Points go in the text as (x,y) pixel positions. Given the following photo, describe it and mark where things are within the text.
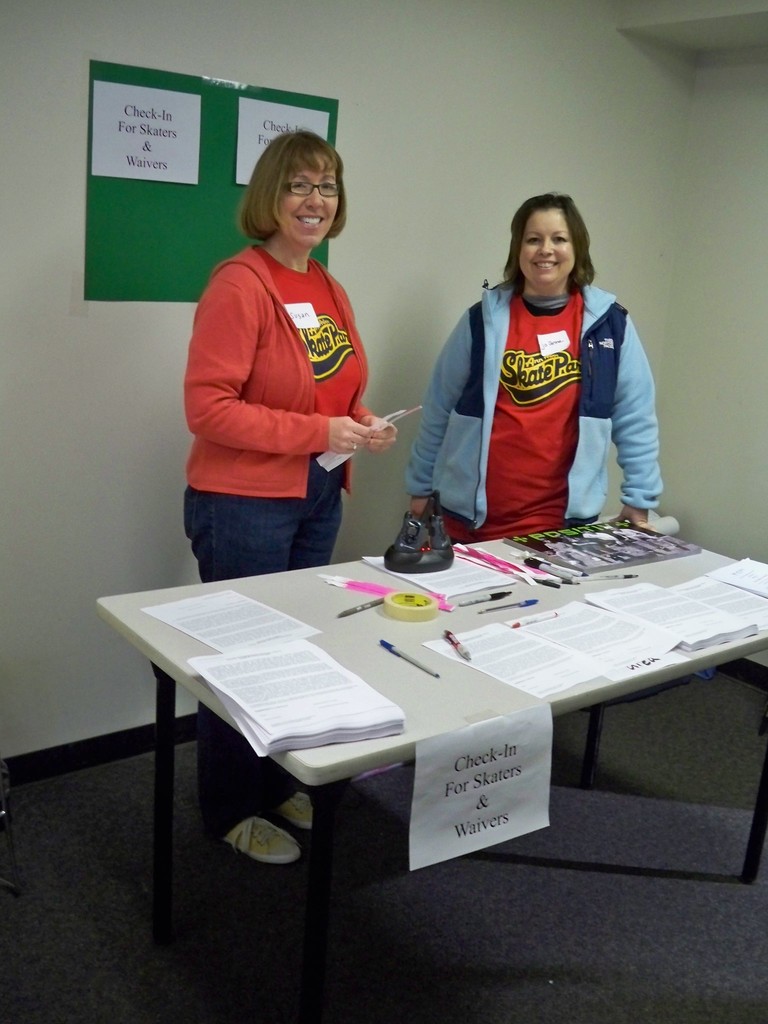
This is a picture of two people (277,284) wearing same t shirts (501,414) and different jackets (263,374) standing in front of a table (522,587) on which there are some papers (291,618), the pens (388,646) on it and behind them there is a green color notice board (329,138) on which two papers (255,160) are being pasted and the table (140,625) is in white color.
